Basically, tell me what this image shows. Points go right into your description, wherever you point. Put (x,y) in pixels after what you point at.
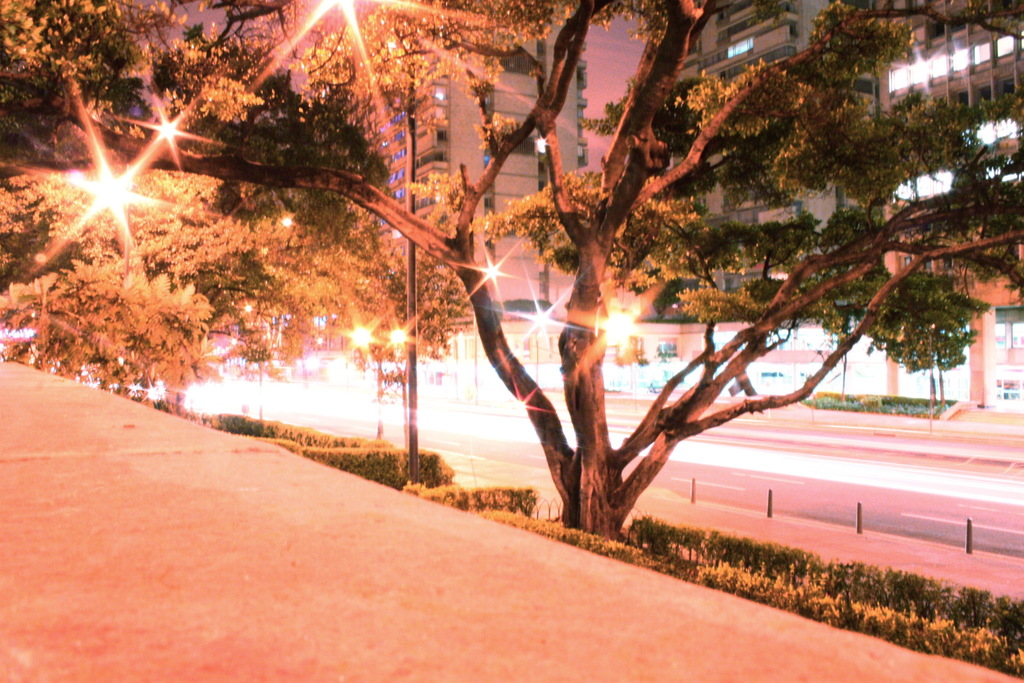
In this image, we can see some plants (745,567) and trees (335,259) beside the road (494,413). In the background of the image (524,323), there are some lights (536,326) and buildings (709,76).
